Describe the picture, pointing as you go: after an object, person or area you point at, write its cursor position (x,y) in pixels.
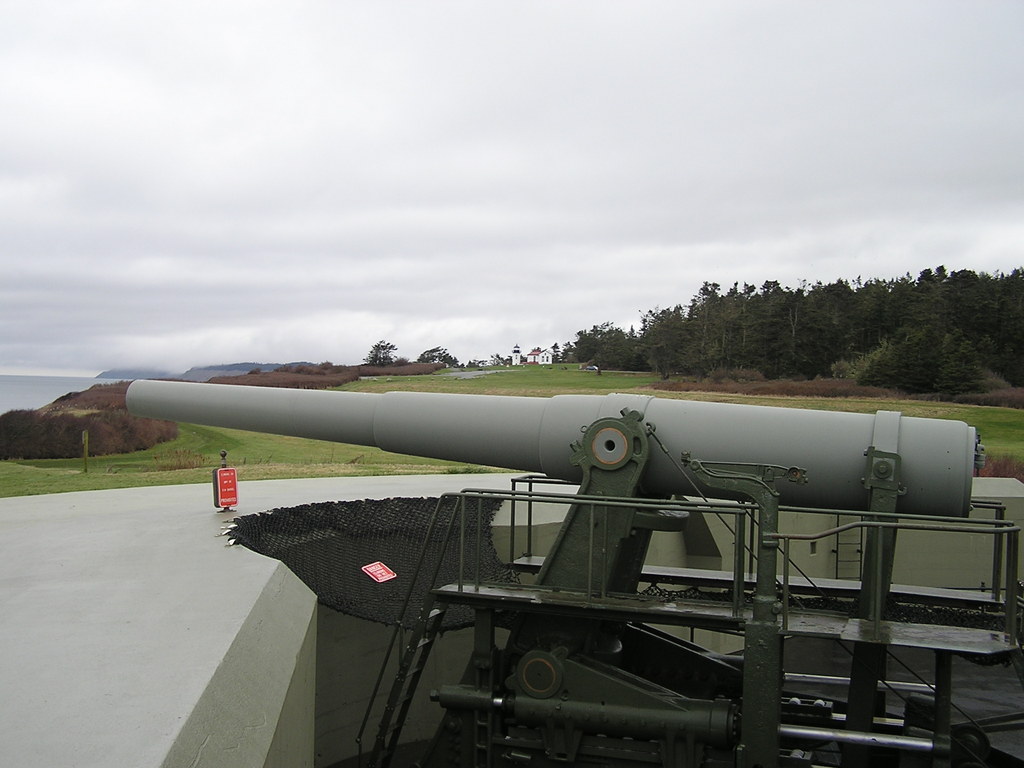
In this image I can see the cannon (438,444). To the left (214,488) there is a board (224,500). In the background (296,459) I can see the ground (442,463), many trees (815,295) and the sky (304,174).
